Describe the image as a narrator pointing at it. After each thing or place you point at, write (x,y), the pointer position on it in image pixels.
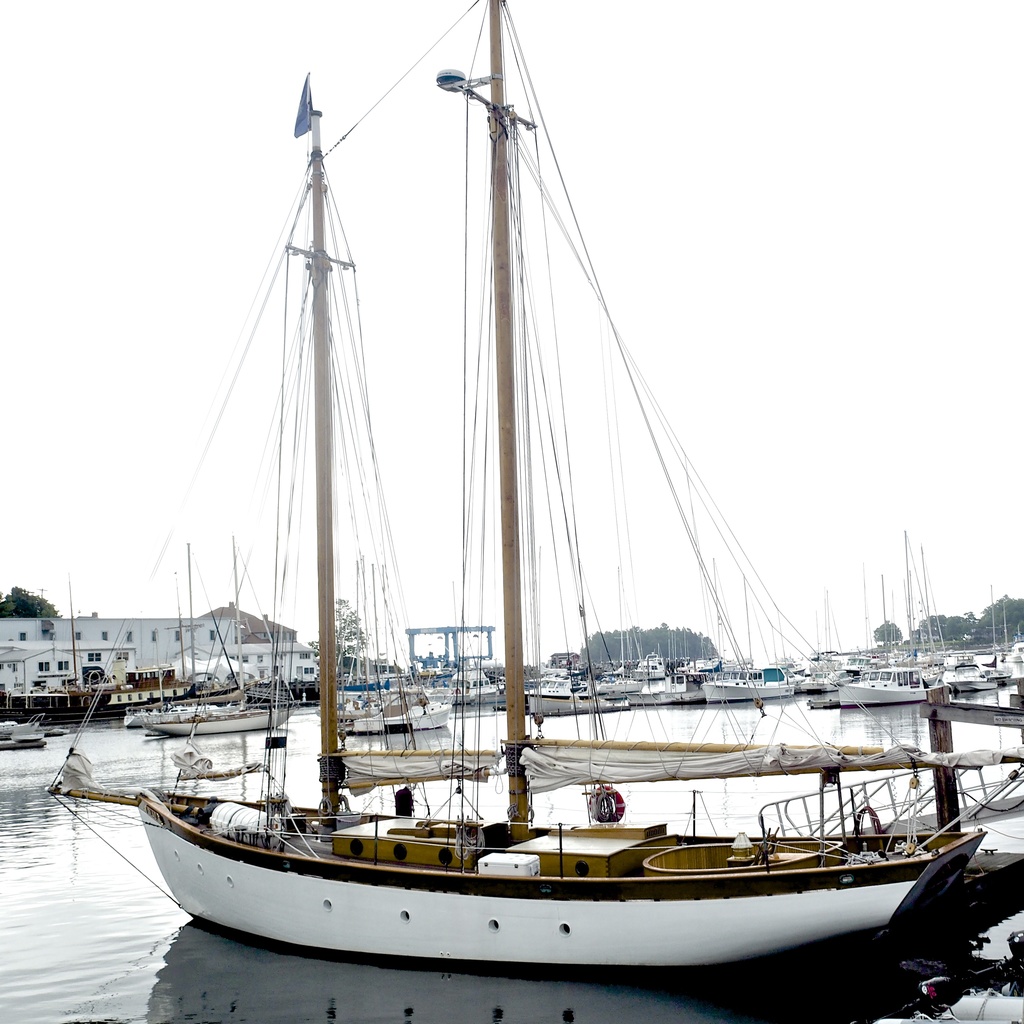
In this image I can see there are few boats (804,917) visible on the lake (157,937) in the middle (585,639) there are some trees (948,635) and building (5,621), at the top (262,212) there is the sky (411,237).
